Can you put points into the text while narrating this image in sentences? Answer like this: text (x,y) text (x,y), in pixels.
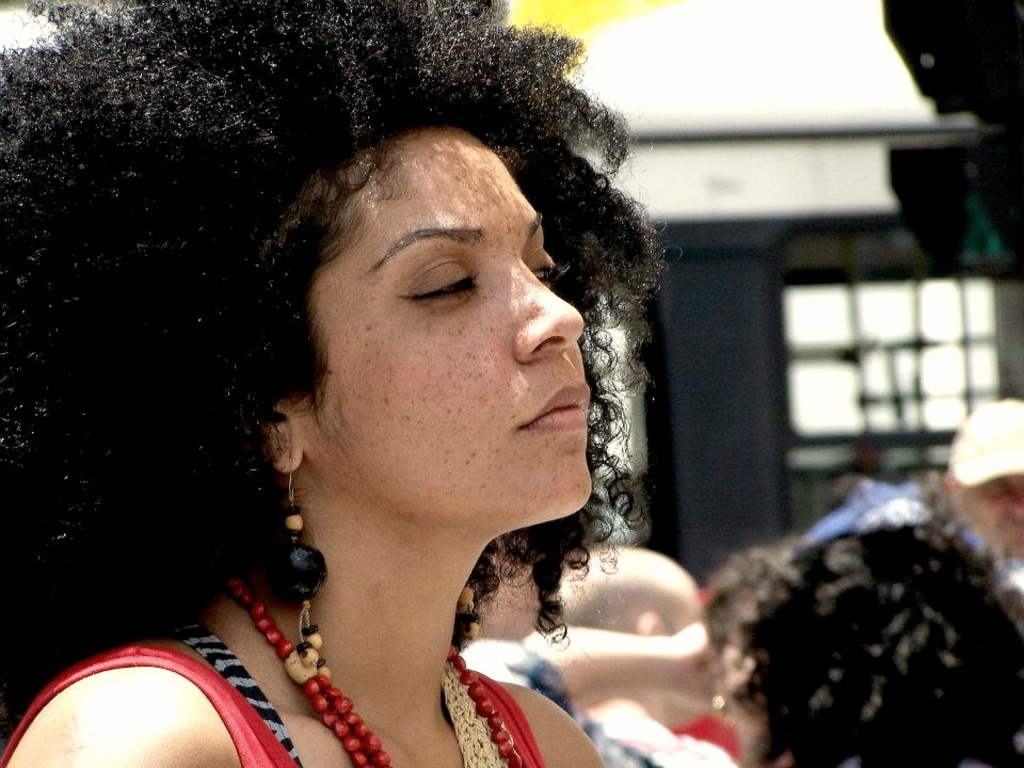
On the left side of the image (117,659) we can see a lady (298,360) is wearing a dress (291,749), chain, earrings (464,590). In the background of the image (628,29) we can see the wall (767,410), windows (806,382), roof (945,120) and some people (758,649) are standing and a man (958,486) is wearing a cap (996,435).
